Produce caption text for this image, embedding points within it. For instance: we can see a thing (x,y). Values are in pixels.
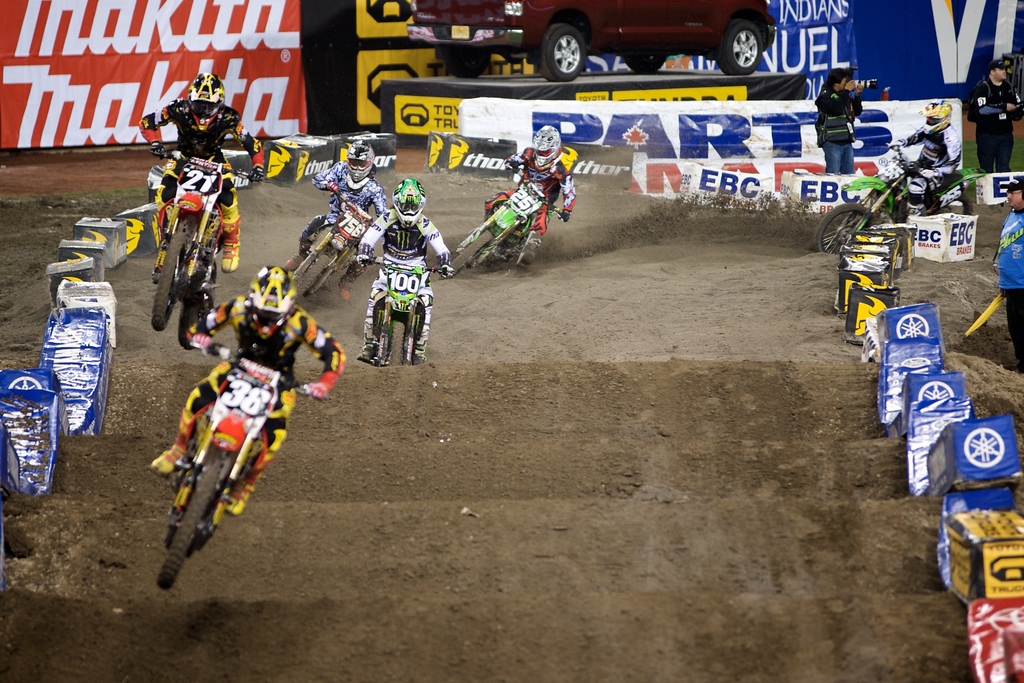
In this image, at the left side (265,404) there are some people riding the bikes (388,282), they are doing bikes racing, at the right side (1014,266) there is a man (1014,282) standing and there are some blue, black and yellow color boxes (930,434) kept on the ground (958,312), at the background (705,29) there is a brown color car (573,61) and there is a red color poster (84,36).
